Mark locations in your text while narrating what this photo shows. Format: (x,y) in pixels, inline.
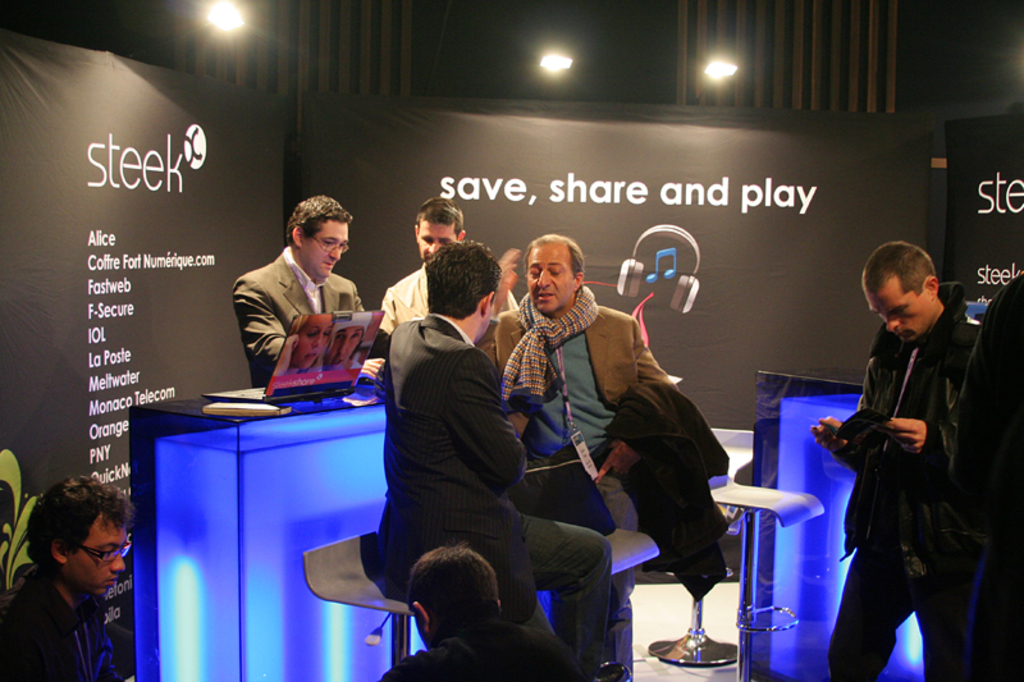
This picture describes about group of people (560,326), few (509,424) are seated on the chairs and few (632,450) are standing, in front of them we can see a laptop (331,357) and other things (377,390) on the table (279,439), in the background (648,230) we can see few hoardings (722,167) and lights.
